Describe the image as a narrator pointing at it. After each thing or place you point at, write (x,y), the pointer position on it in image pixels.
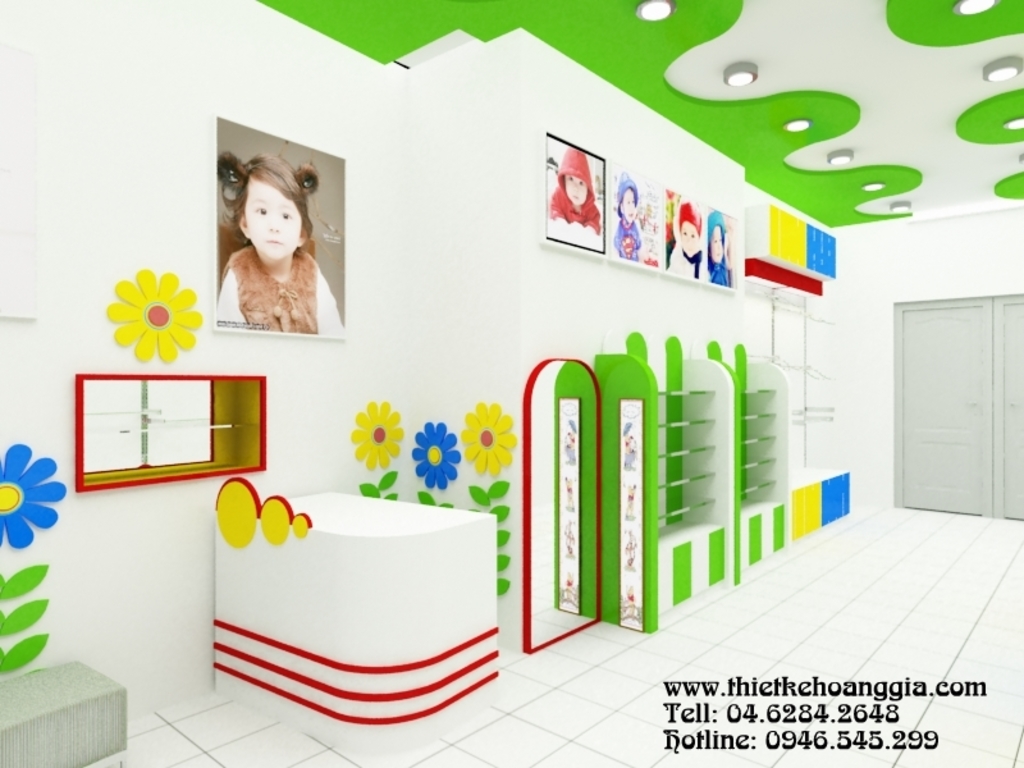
This image is taken in the room (717,362). In this image there are stands (770,494) and we can see a mirror (551,634). There is a table (309,624). On the left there is a window (76,468). On the right (927,504) we can see a door (961,484). In the background (754,304) there is a wall (391,245) and we can see frames (653,252) placed on the wall (436,241). At the top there are lights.
